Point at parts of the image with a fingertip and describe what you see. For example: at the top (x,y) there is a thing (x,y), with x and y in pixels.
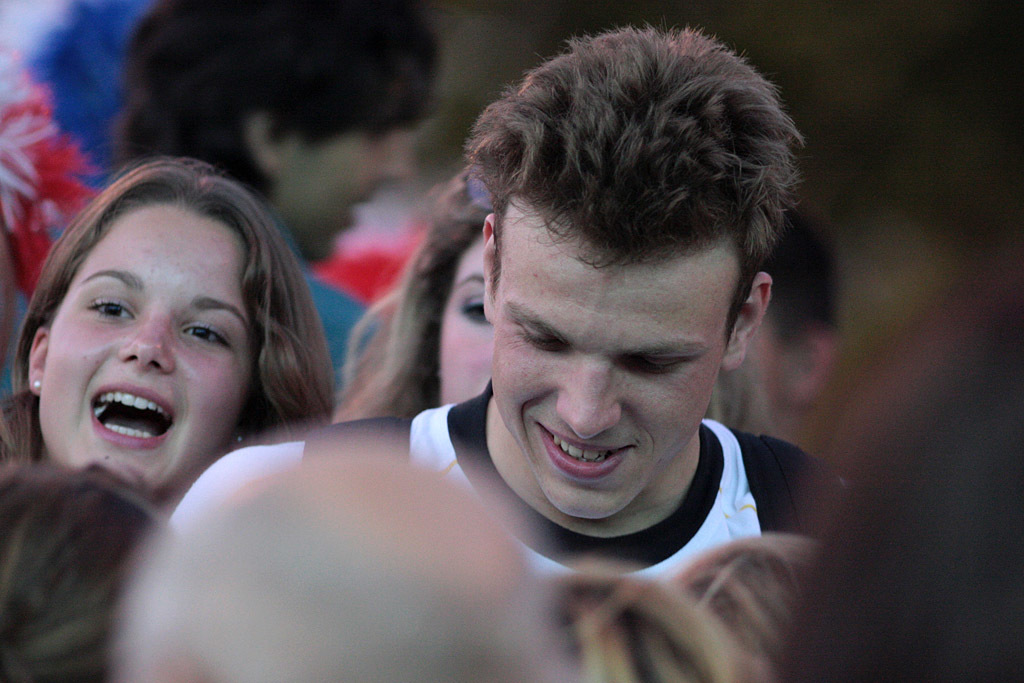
In this image, we can see a man (590,367) and woman (297,367) are smiling. Surroundings we can see few people (376,110).
